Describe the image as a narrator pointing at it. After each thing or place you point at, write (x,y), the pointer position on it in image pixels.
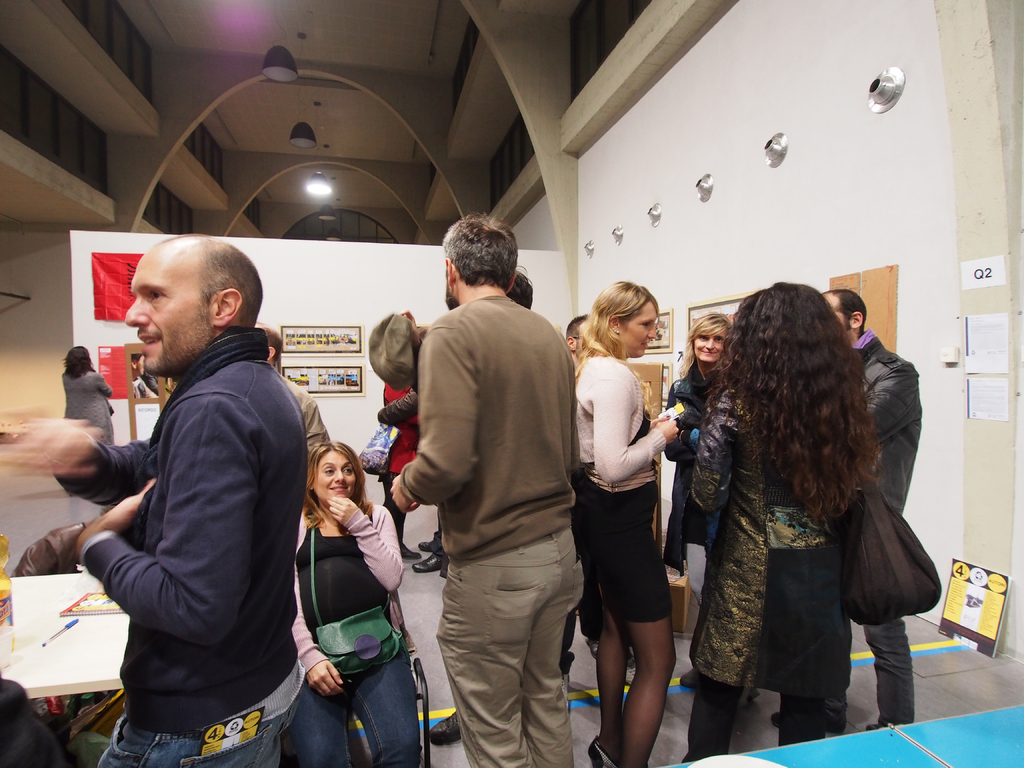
In the center of the picture (528,354) we can see people (302,587), chair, tables (72,643), book (78,603), bottle (2,575) and various objects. In the middle of the picture (441,263) we can see a board (293,252). At the top (286,67) there are dome lights (281,50). On the right (708,184) we can see ducts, frames (667,339), pamphlets (993,321) and board (970,604). On the left (85,398) we can see a person (79,390) standing and there is a wall (30,306).
